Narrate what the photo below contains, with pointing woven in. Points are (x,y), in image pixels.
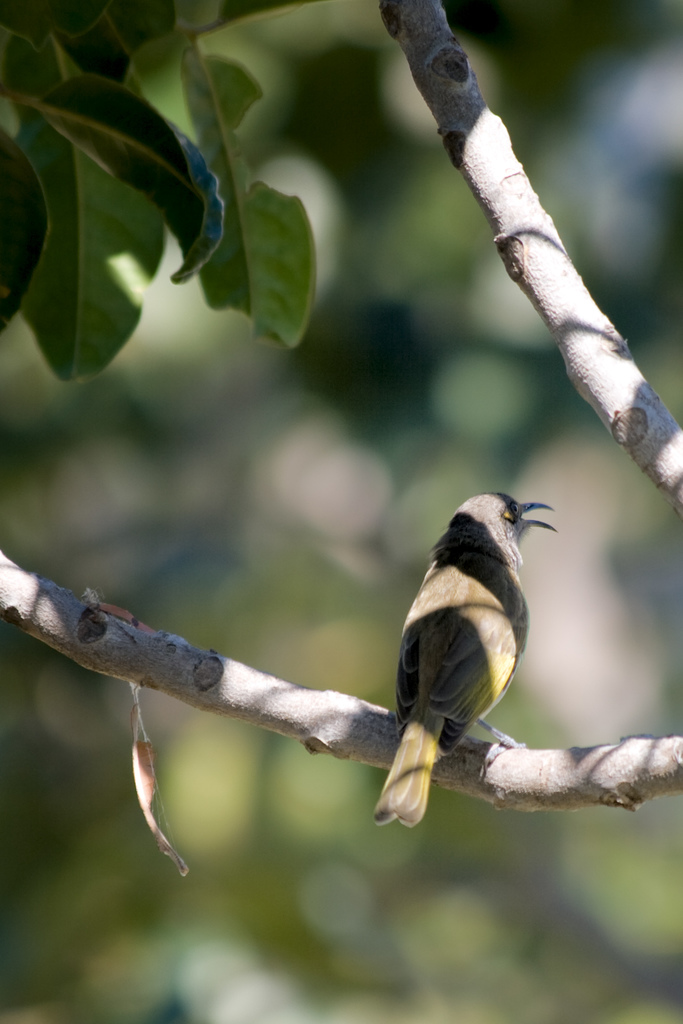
In this image we can see a bird (447,685) which is of color brown is on the branch (108,638) of a tree (254,707) and at the background of the image (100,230) there are some leaves (233,138).
